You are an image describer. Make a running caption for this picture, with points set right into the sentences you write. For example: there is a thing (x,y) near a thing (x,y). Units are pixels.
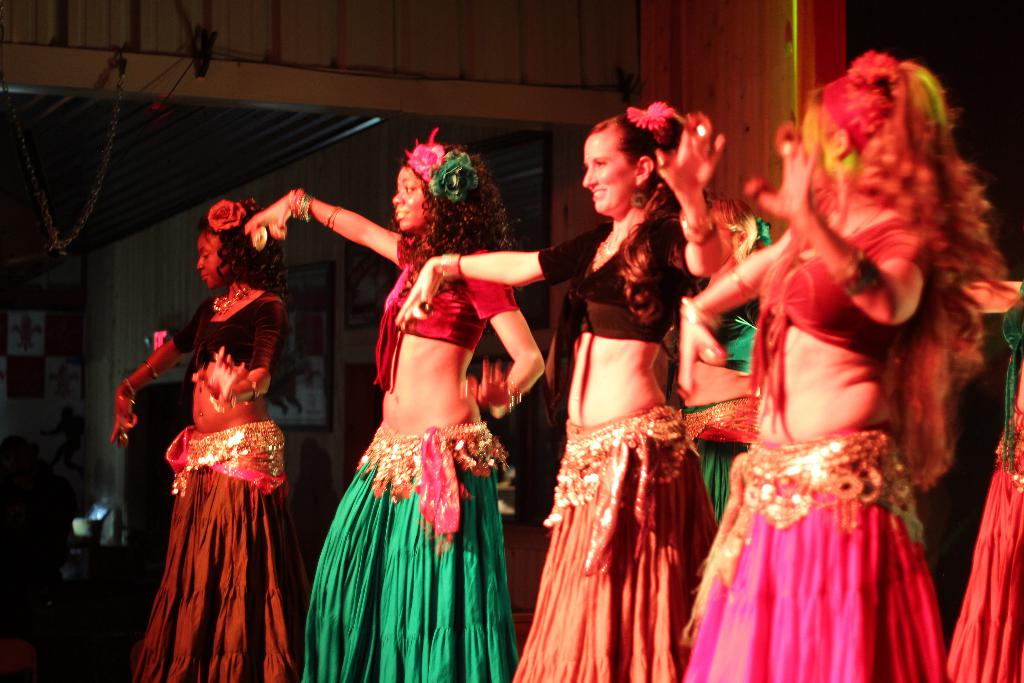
In this image I can see the group of people (458,479) with different color dresses (430,551). In the background (316,311) I can see the boards (319,295) to the wall (174,374).
